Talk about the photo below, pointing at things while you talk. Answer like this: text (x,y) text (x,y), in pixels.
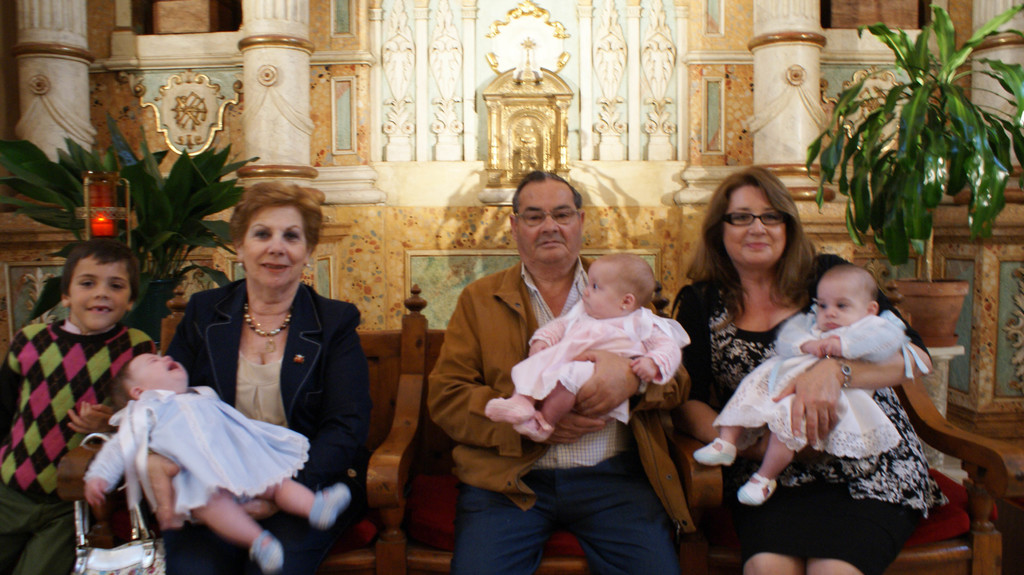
In this picture I can see three persons (328,423) sitting on the chairs (942,518), and they are carrying the babies (233,440), there is a boy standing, there is an object (117,219), plants (144,242), those are looking like pillars (985,6), and in the background (319,104) there is a wall (618,21).
